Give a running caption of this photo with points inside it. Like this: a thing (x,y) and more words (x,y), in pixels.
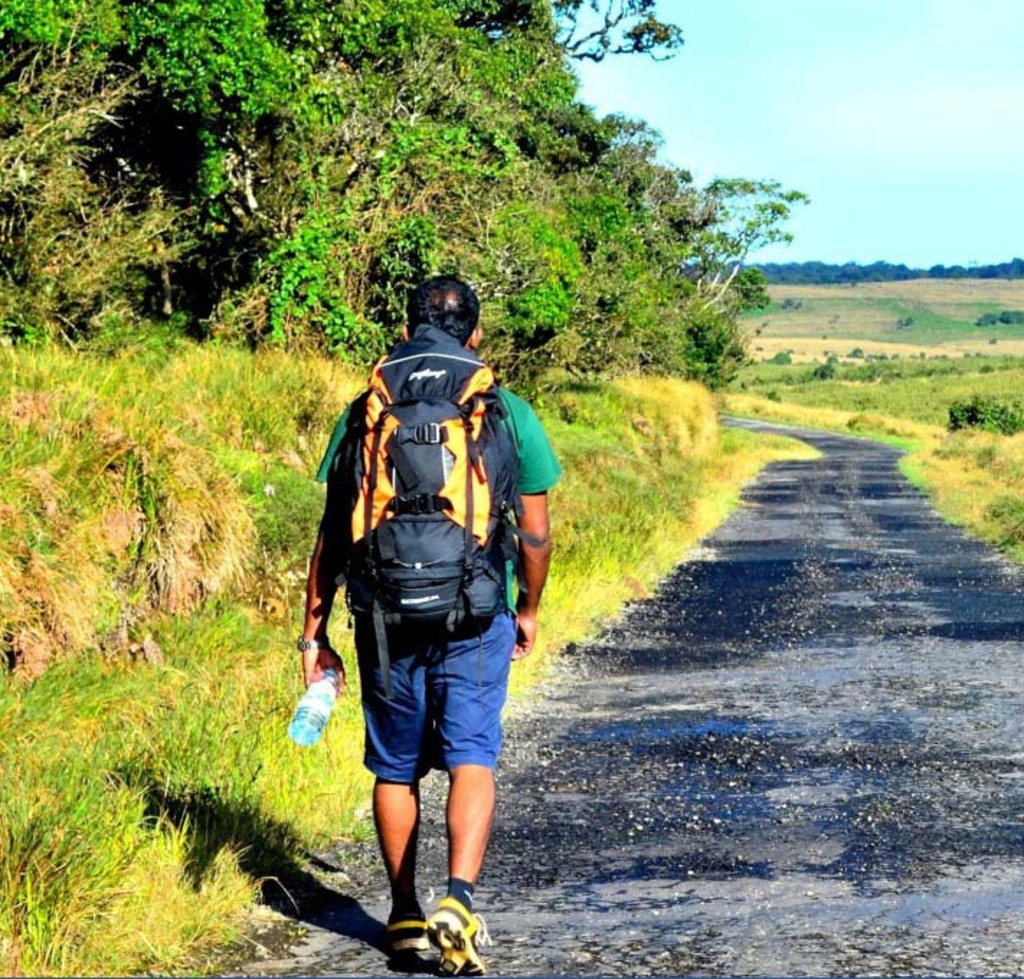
This is the picture of a road (853,473). In the both side of the road (876,447) there are greenery (614,444). There are grass (645,498). In the left side (240,117) we can see trees (298,117). In the middle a person (441,672) is walking by this road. He wearing a blue shorts (486,704) a green t shirt (534,467) and carrying a backpack (442,532). He is holding a water bottle (314,725) in his left hand (306,665) and a watch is there in his left hand (315,651). He is wearing shoes (418,920). The sky (792,84) is clear. Far away in the background (869,271) we can see many trees (853,276).
